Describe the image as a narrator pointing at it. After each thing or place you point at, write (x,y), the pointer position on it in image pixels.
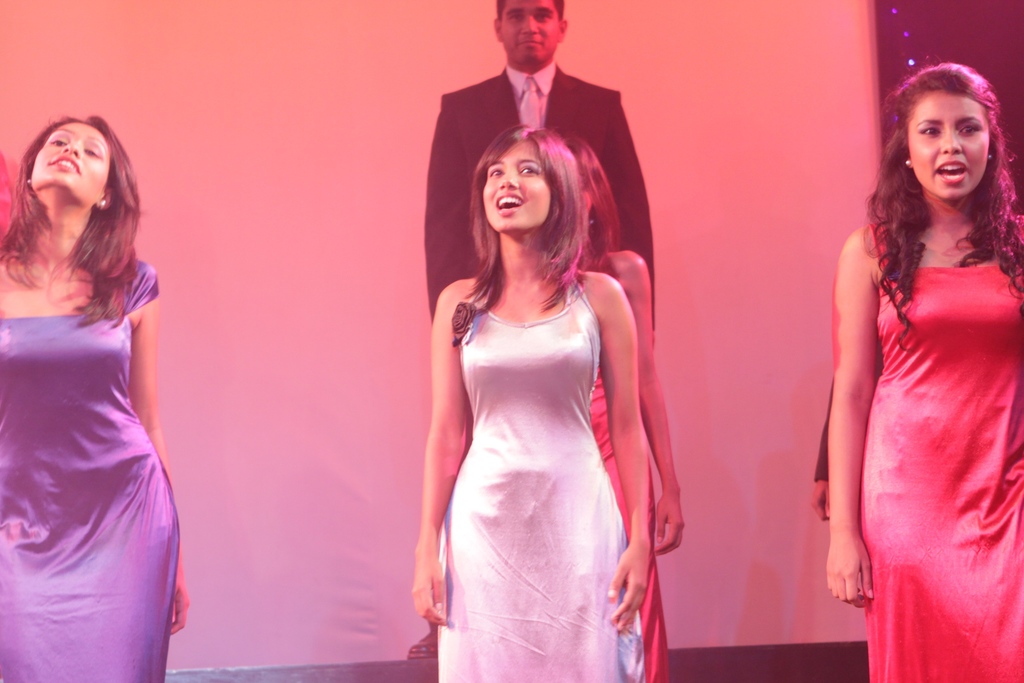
In this image there are people (900,347) standing, in the background (395,439) there is white curtain (733,38).
